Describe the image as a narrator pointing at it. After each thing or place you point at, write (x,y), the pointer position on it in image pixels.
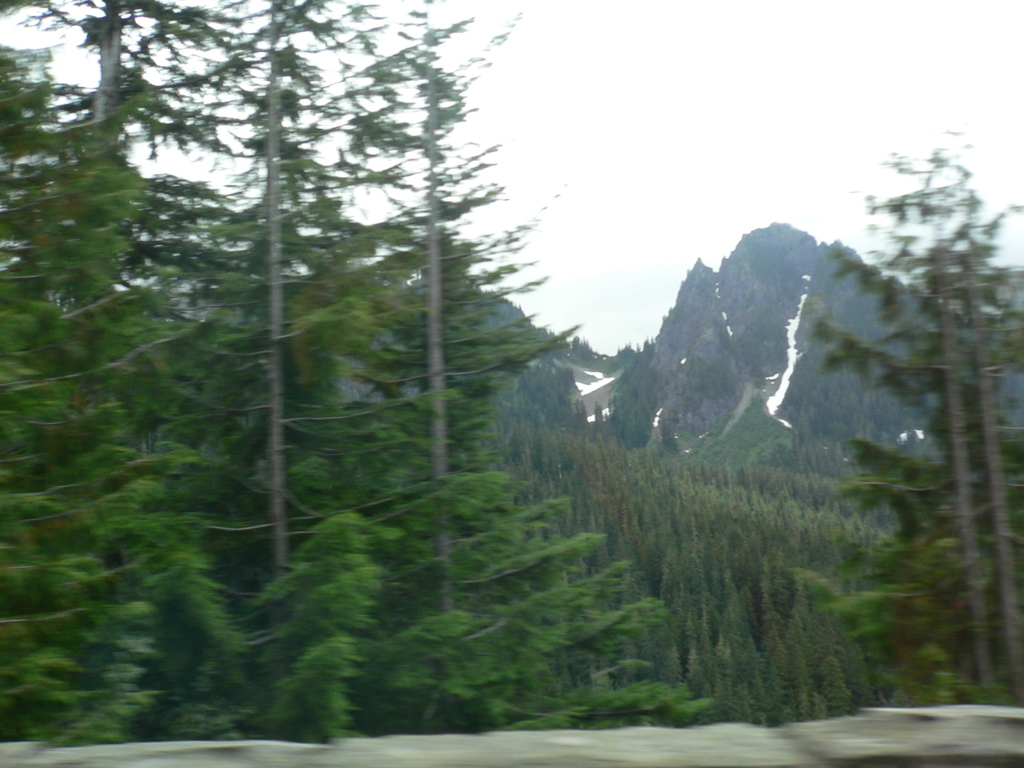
In this picture we can observe some trees (470,561). In the background (707,335) there are hills (702,332) and a sky (702,171).
